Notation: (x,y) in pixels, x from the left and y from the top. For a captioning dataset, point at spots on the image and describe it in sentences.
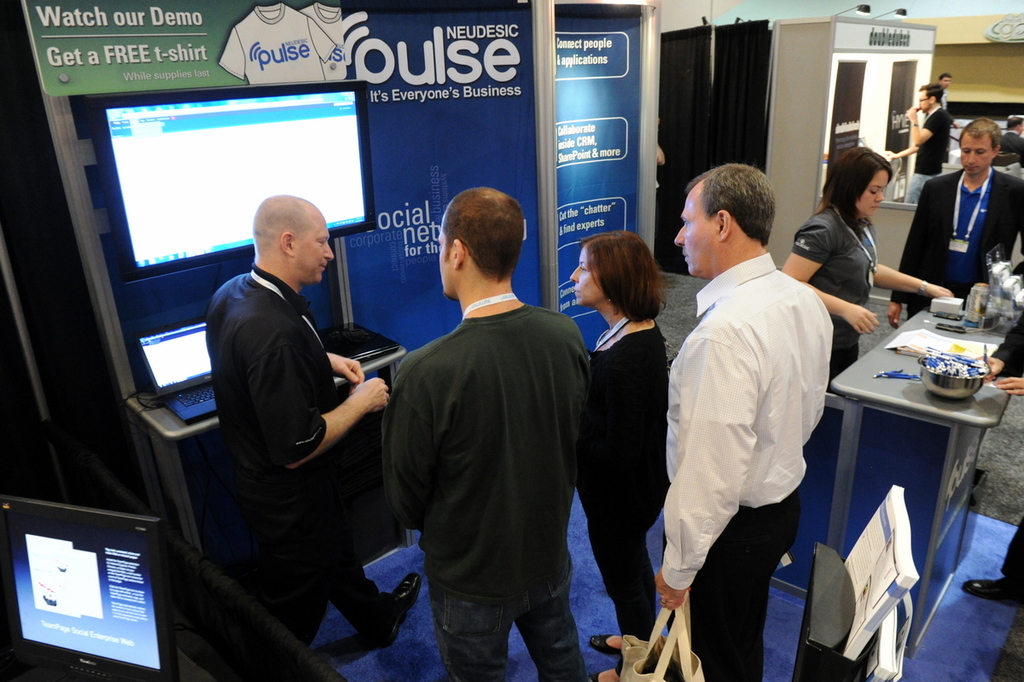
In this image there are people (907,112), banners (848,113), boards (596,114), curtains (762,75), lights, screens (150,186), keyboard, tables (884,356), bowl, books (886,583), carpets (1014,497) and objects (969,294). Something is written on the banners (593,86) and boards (602,125). Few people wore ID cards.
